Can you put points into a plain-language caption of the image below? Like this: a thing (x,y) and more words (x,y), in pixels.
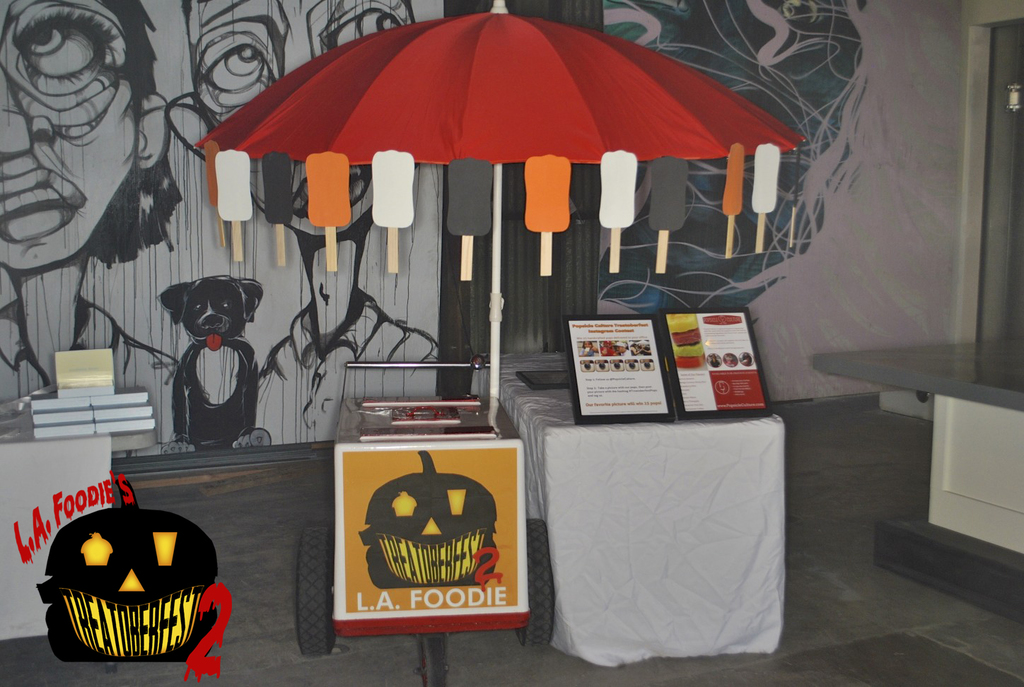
We can see ice creams (544,268) with sticks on red color umbrella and we can see boards (592,347), books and objects (75,366) on tables (527,398). Background (286,16) we can see painting (272,18) of persons (272,18) and dog (220,381) on a wall (209,32). This is floor (855,465).
